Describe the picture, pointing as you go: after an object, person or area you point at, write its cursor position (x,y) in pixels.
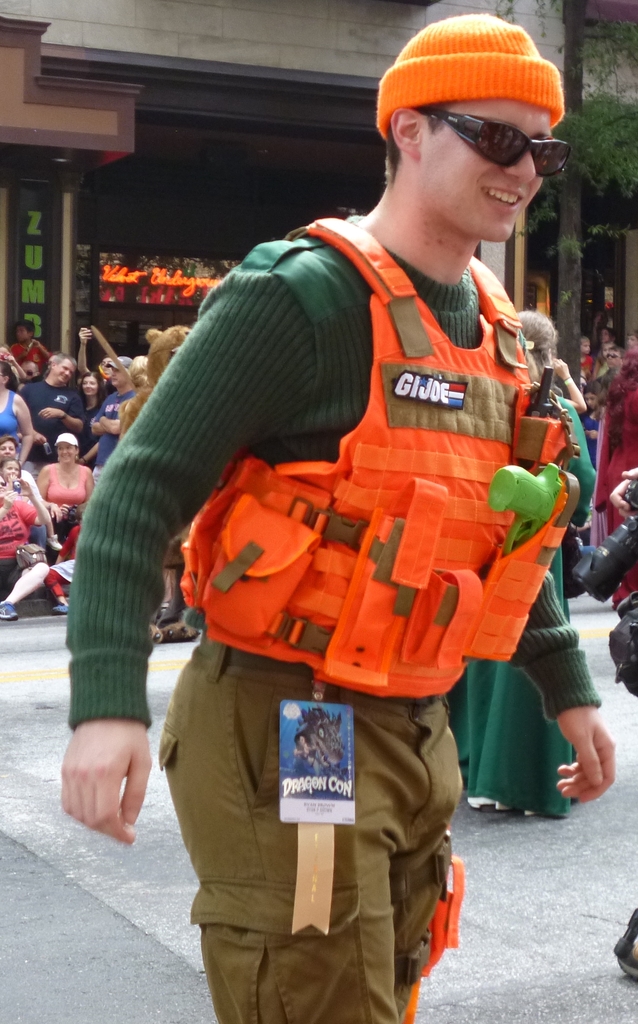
In this picture there is a person (437,522) standing and wearing a bullet proof jacket (415,482) which is in orange color and there are few persons (148,383) in the background (549,326) and there is a person (628,514) holding a camera (630,493) in the right corner (592,565).
